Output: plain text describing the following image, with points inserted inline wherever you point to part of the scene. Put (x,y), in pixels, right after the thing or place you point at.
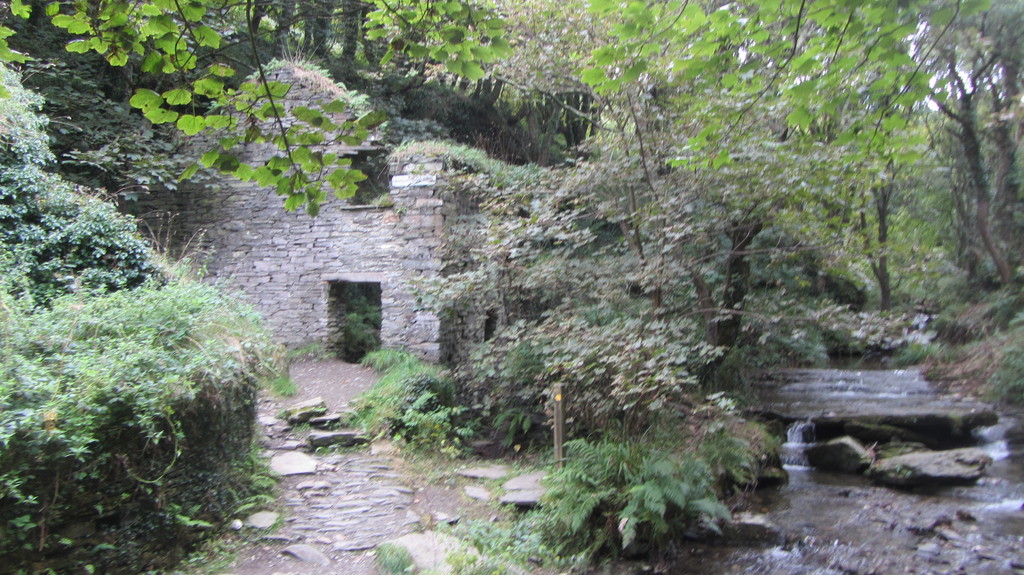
In this image there is a stone house (331,228) in the middle (412,275). On the right side (878,403) there is a water flow (869,486) at the bottom (919,520). In the background (803,143) there are so many trees (745,113). At the bottom (322,461) there are stones (317,443).
